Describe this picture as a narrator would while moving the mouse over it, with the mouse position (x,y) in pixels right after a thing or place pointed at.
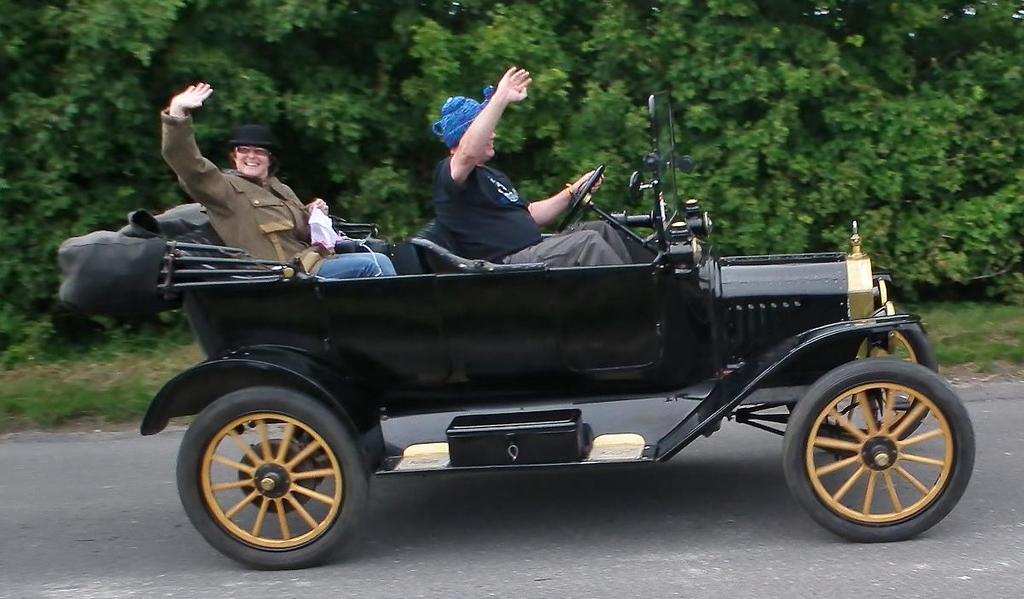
In this image I see 2 persons (183,131) who are in a vehicle (646,325) and it is on the path (944,569), I can also see this person (255,204) is smiling. In the background (145,160) I see lot of greenery (953,280).
